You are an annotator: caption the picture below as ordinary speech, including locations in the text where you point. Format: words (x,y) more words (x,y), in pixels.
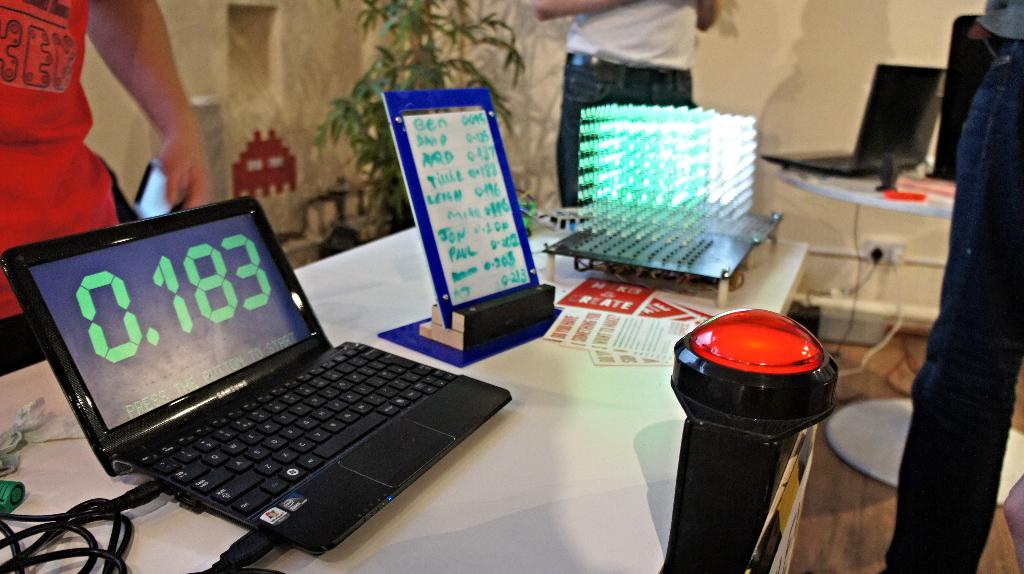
On this table (770,272) there are papers (616,324), laptop (245,421), cables (116,533), board (428,158) and device (620,231). Persons (953,240) are standing. Far there is a plant (413,85). On this table (808,181) there is a laptop (877,140).
